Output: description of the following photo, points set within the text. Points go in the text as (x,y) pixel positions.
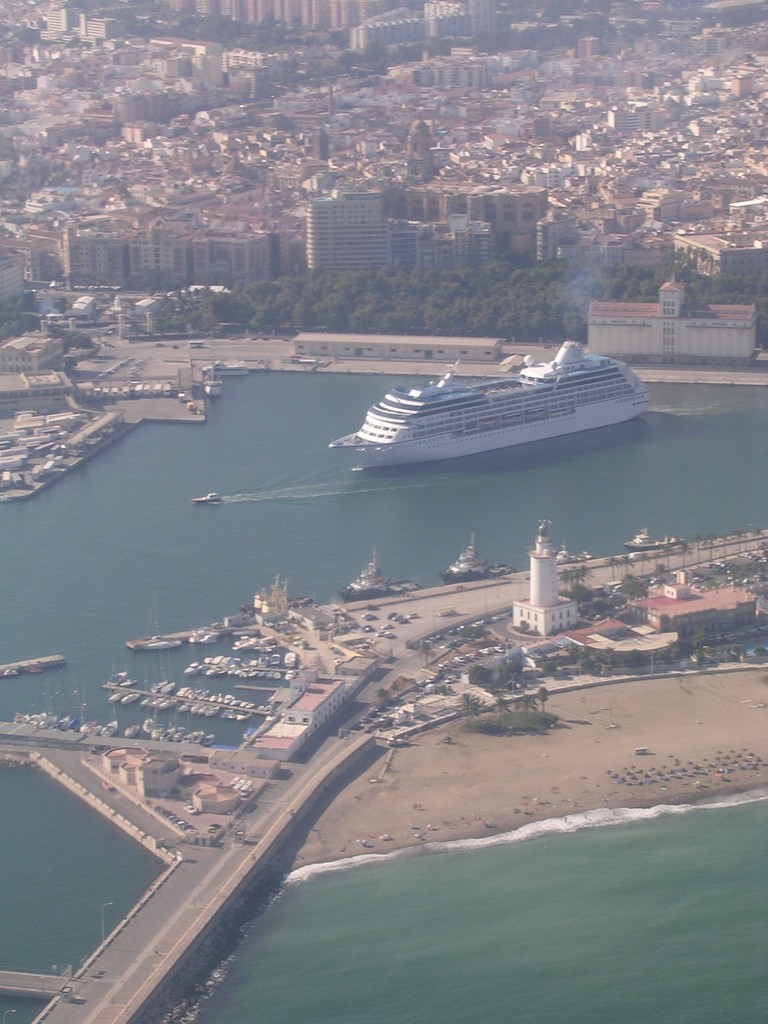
This is the top view image. We can see a big ship (509,378) and boats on the water (133,625). There are vehicles (391,709) on the road (114,947) and ground (259,827), houses (64,94), buildings (721,611), trees (464,709), poles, objects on the sand (607,752) at the water (711,892).
